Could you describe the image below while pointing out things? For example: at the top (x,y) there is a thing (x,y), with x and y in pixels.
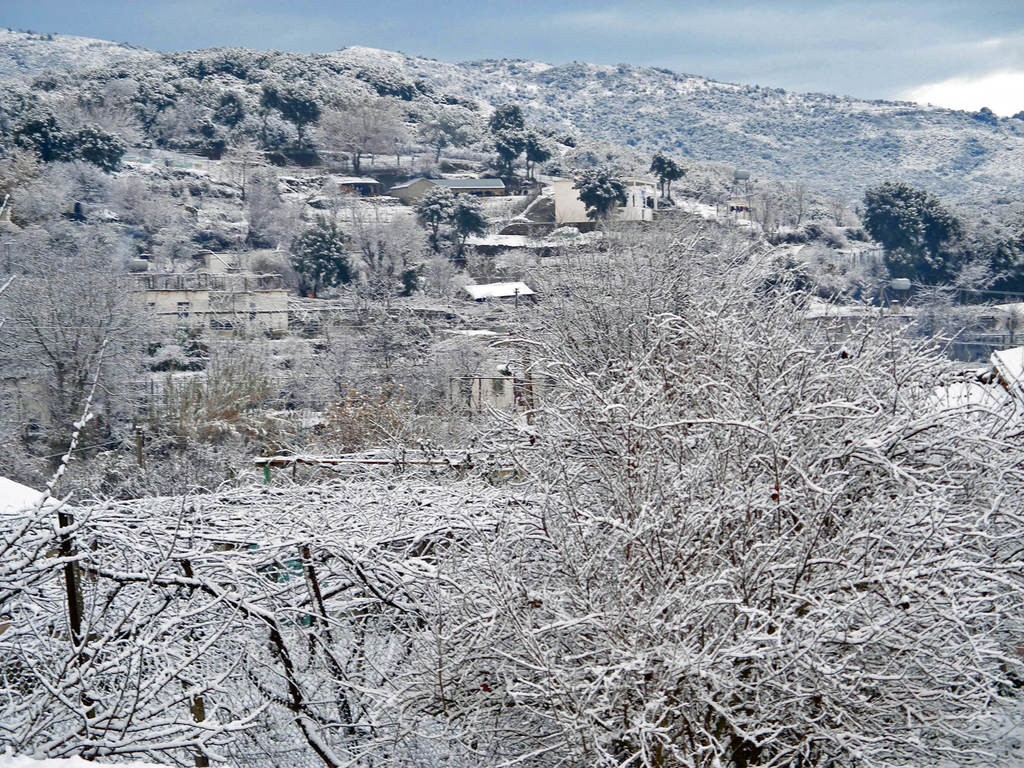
In the picture we can see a dried trees surface (144,741) with plants (114,738) and in the background (221,170), we can see a hill (115,97) and behind it we can see a sky (1011,40) with clouds (698,31).
